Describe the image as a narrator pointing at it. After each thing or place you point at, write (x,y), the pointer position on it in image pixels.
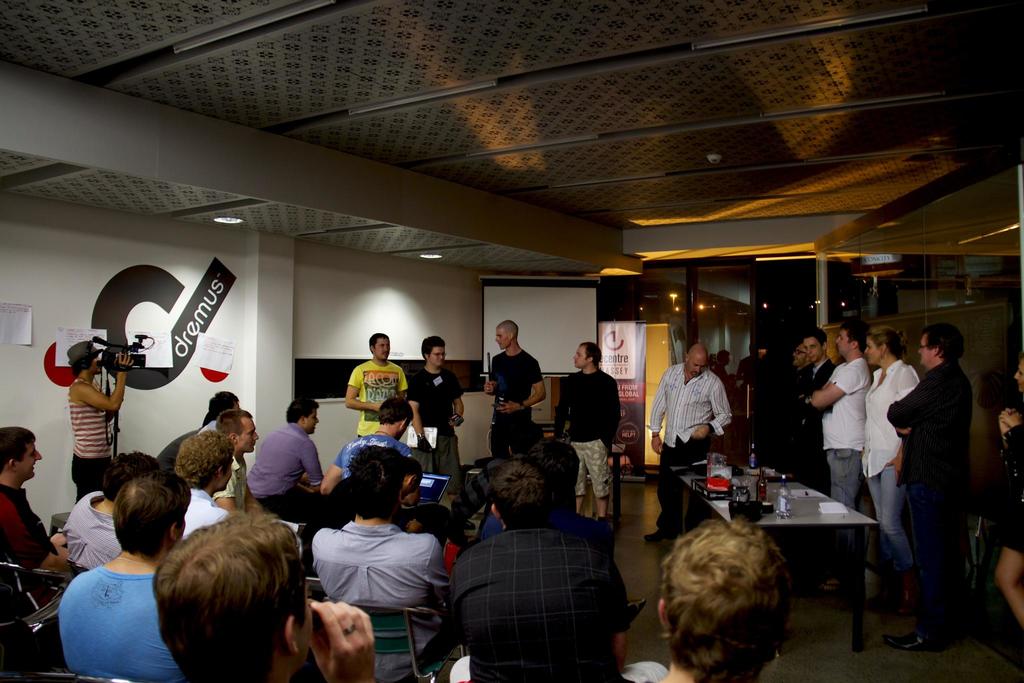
In this picture there are people (470,546), among them few people (734,595) sitting on chairs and few people (508,426) standing. We can see bottles (785,511) and objects (758,509) on the table (793,495), posters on the wall (124,317) and banners (628,380). In the background of the image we can see lights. At the top of the image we can see lights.
